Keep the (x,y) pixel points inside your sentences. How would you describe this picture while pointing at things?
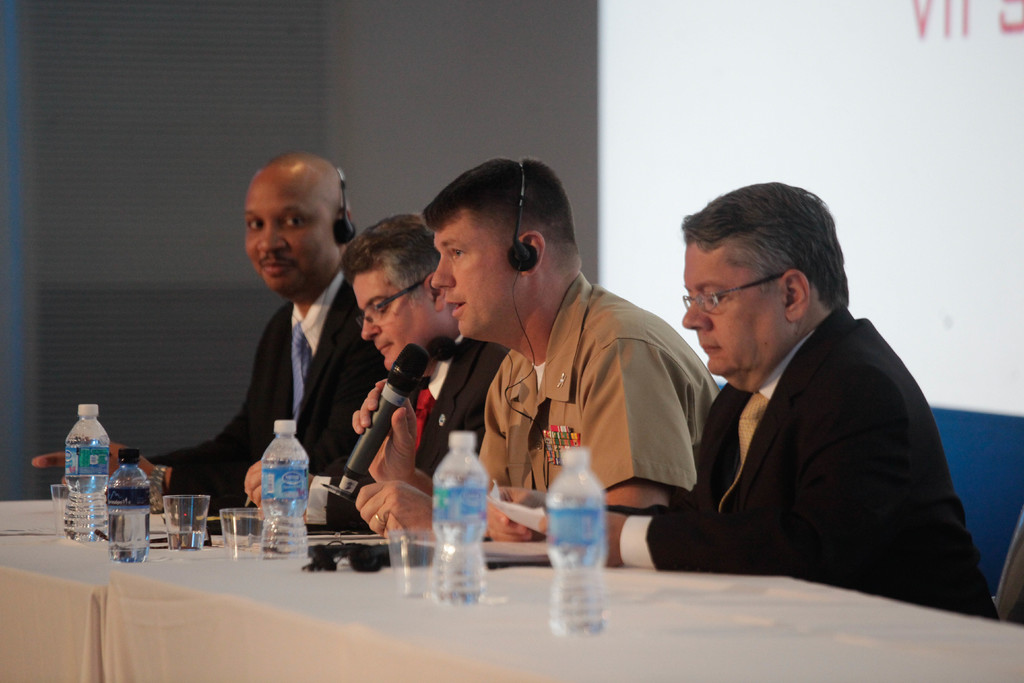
In this image in the center (675,382) there are some persons (533,389) sitting and two of them are wearing headsets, and one person (536,342) is holding a mike (413,383) and talking. In front of them there is a table (251,600), on the table (812,607) there are some bottles (87,536), glasses (406,543), wires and some objects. In the background (270,114) there is a wall (438,133) and screen (741,133).
